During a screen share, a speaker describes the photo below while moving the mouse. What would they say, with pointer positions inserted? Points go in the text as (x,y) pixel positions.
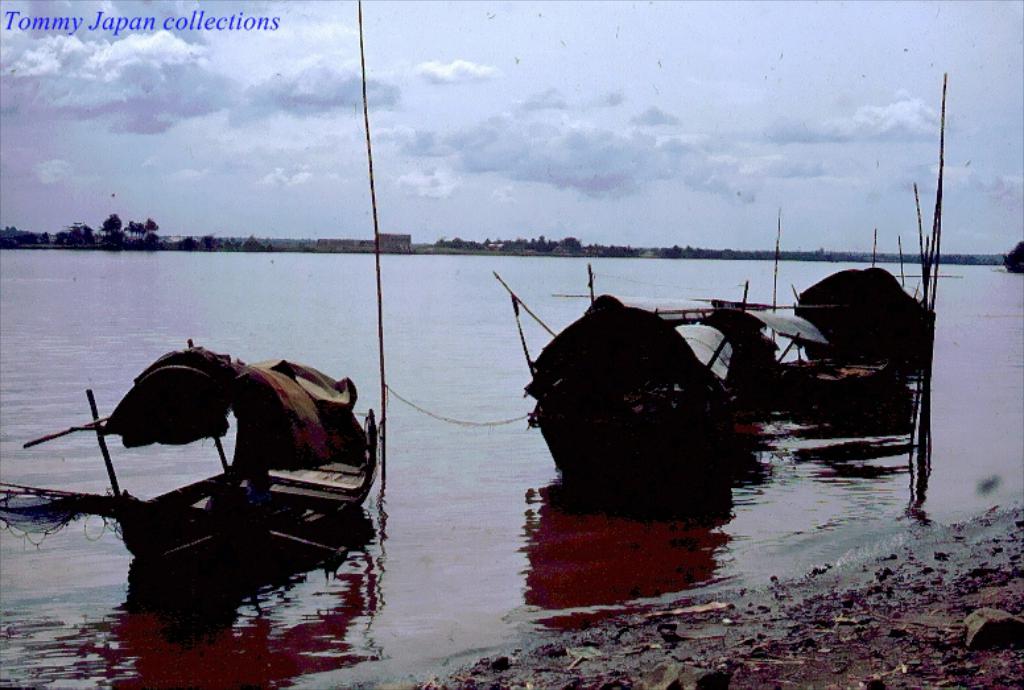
In this image there are few boats (591,403) in the water (376,289), there are few trees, some clouds (208,36) in the sky (609,90) and some text (100,22) at the top of the image (178,22).
